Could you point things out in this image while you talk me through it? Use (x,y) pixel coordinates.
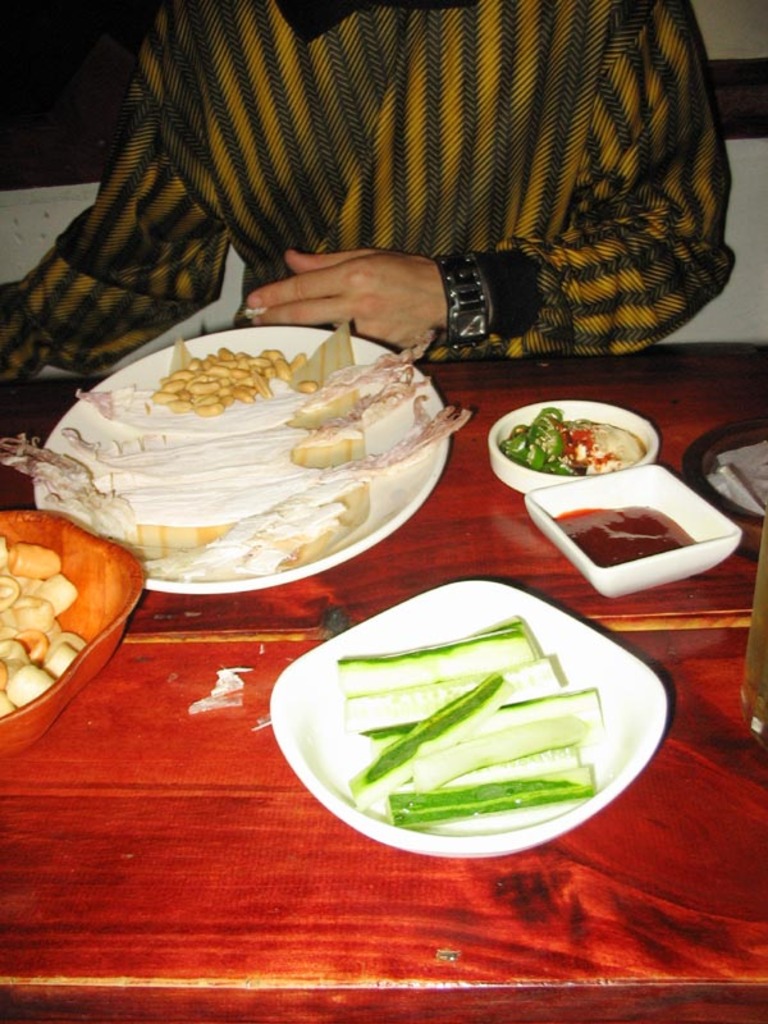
In this picture we can see a person (567,241) is sitting in front of a table (471,489), there are plates (607,651) and bowls (578,480) placed on the table (384,581), we can see some food (282,481) in these plates (375,428) and bowls (590,411).
